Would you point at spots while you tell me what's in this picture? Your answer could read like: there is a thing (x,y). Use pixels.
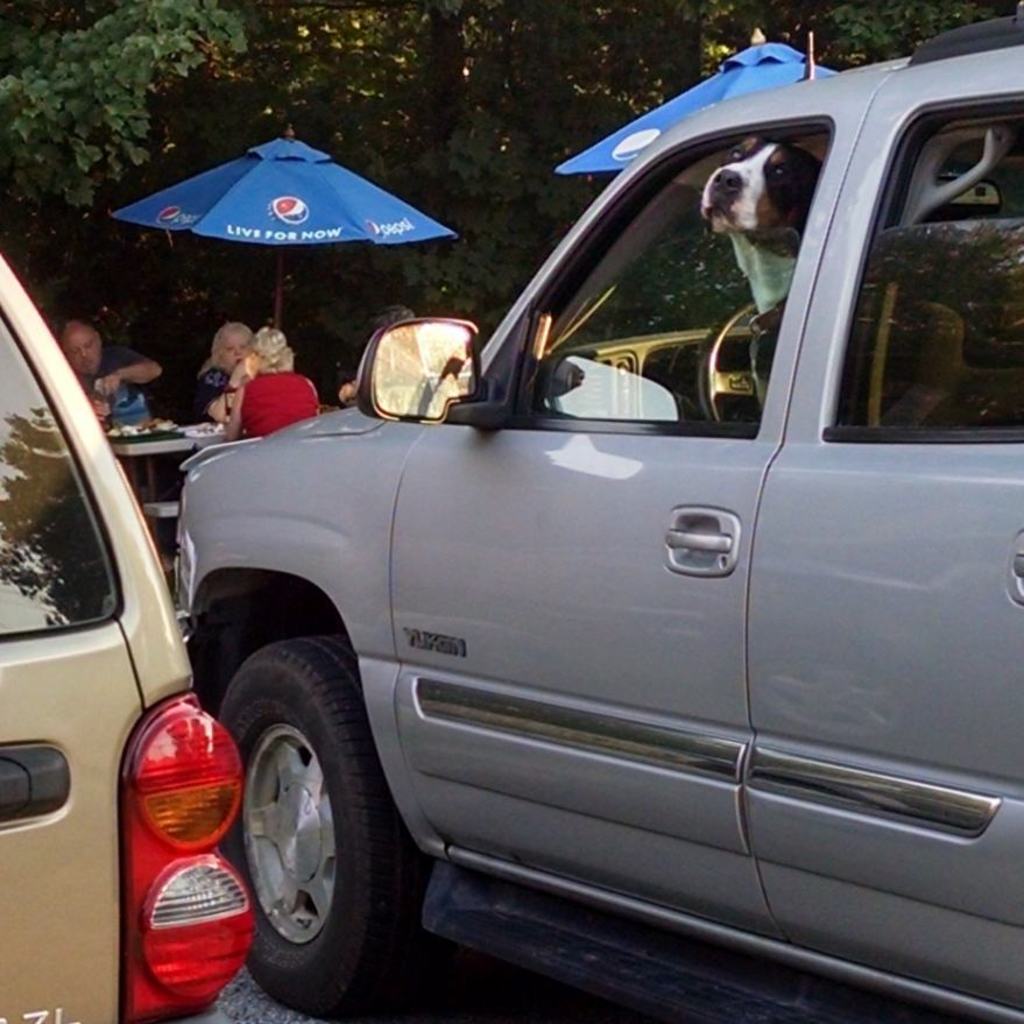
In the image there are two vehicles (541,531) and behind the vehicles (561,529) there are few people (273,340) sitting around the table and having some food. in the background (290,310) there are trees (176,64).
